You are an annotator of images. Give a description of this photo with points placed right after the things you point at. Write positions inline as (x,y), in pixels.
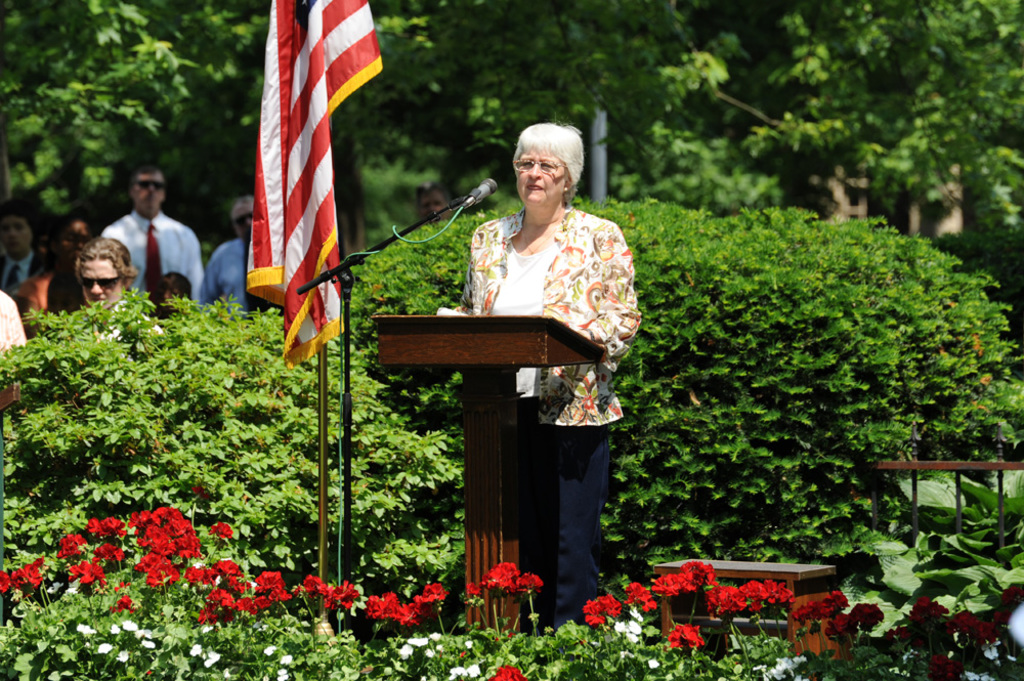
This place is looking like a garden (253,655). Here I can see many flower plants (186,587) and trees (835,83). In the middle of the image (556,273) I can see a woman (579,569) standing in front of the podium (483,527) and speaking on the mike (491,192). Beside her I can see a flag (300,156). On the left side (54,241), I can see some more people (72,272) are standing.
